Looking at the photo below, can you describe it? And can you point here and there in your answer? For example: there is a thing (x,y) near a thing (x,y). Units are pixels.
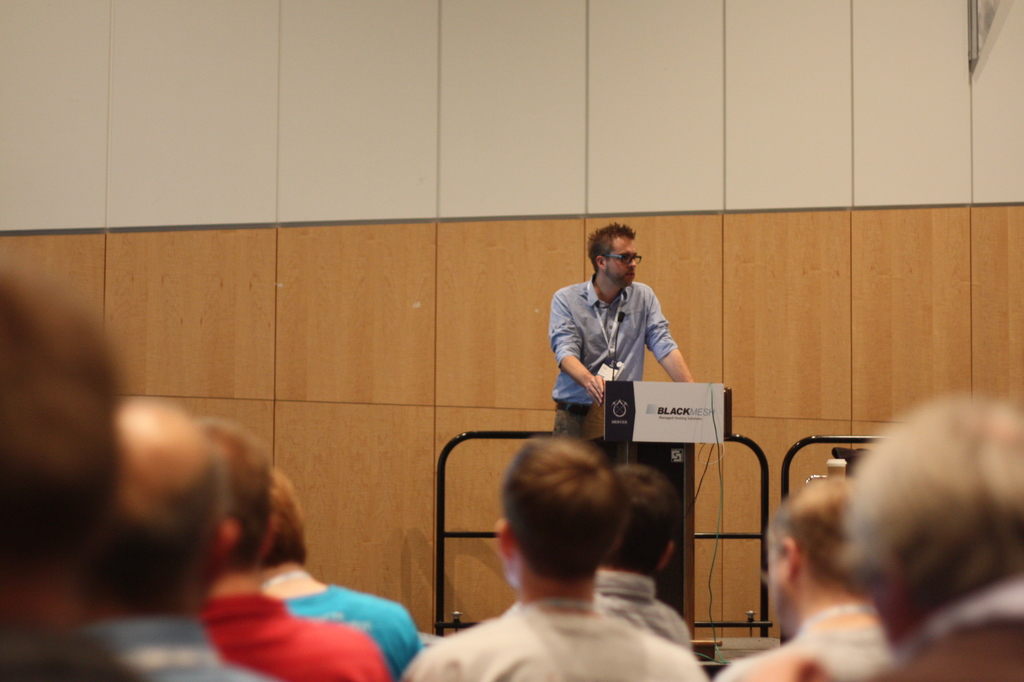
There is a group of persons (133,574) sitting at the bottom of this image (531,629) and there is one person (644,341) standing in middle (622,356) is holding an object (646,411). There is a wall (582,153) in the background (702,169).
